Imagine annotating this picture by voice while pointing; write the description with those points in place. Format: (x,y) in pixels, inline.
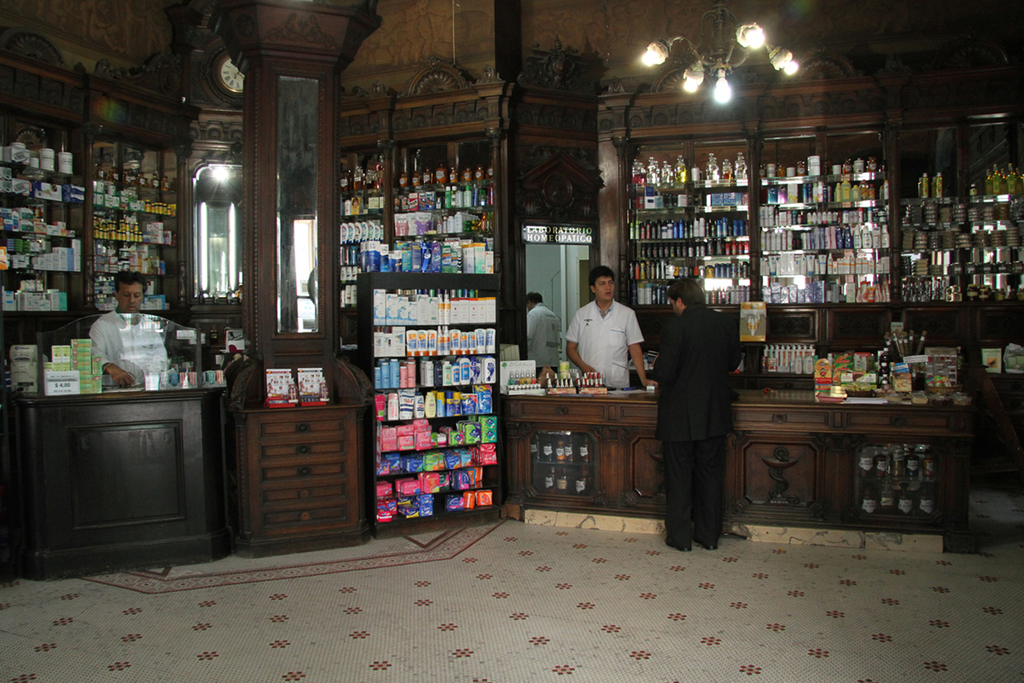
In this image we can see a inside view of a medical shop (708,274) where we can see so many medicine boxes (376,316), bottles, and covers (453,437). The wall (805,39) of the shop (594,43) is in brown color. One man (711,393) is standing in black color suit (696,404) and on the wall (214,105) one clock (232,73) is there. And three shopkeepers (126,355) are there in white dress (580,351).
